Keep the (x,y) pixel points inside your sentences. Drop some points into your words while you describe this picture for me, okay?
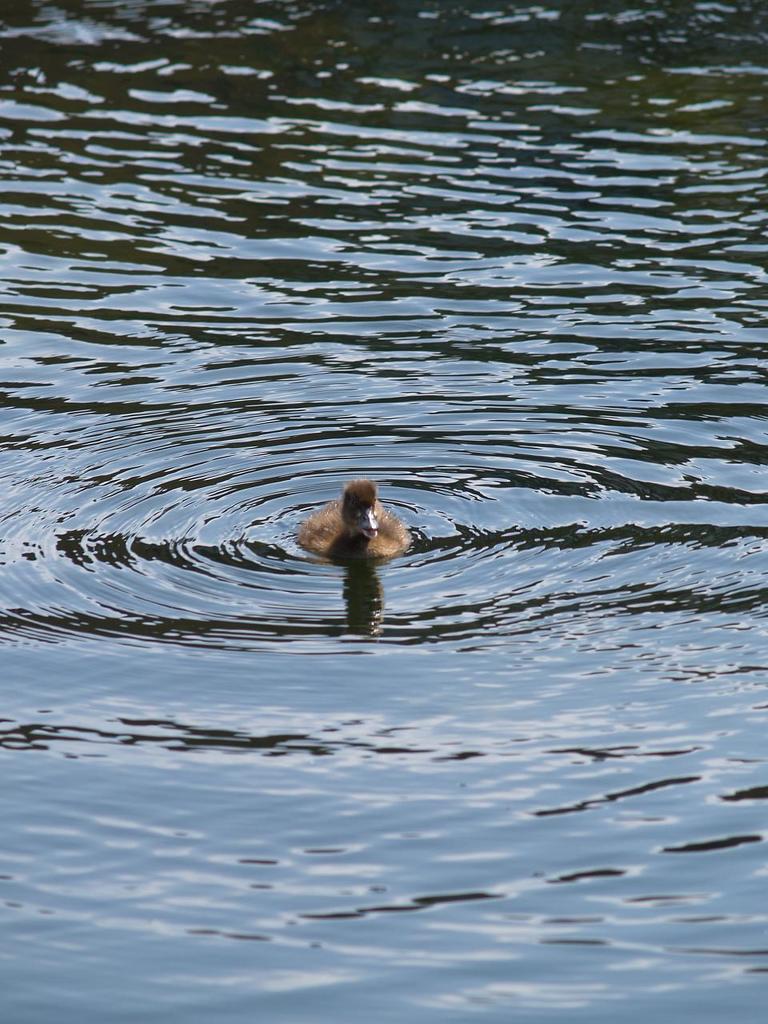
In this image I can see water (563,538) and on it I can see a brown colour bird (345,532).
